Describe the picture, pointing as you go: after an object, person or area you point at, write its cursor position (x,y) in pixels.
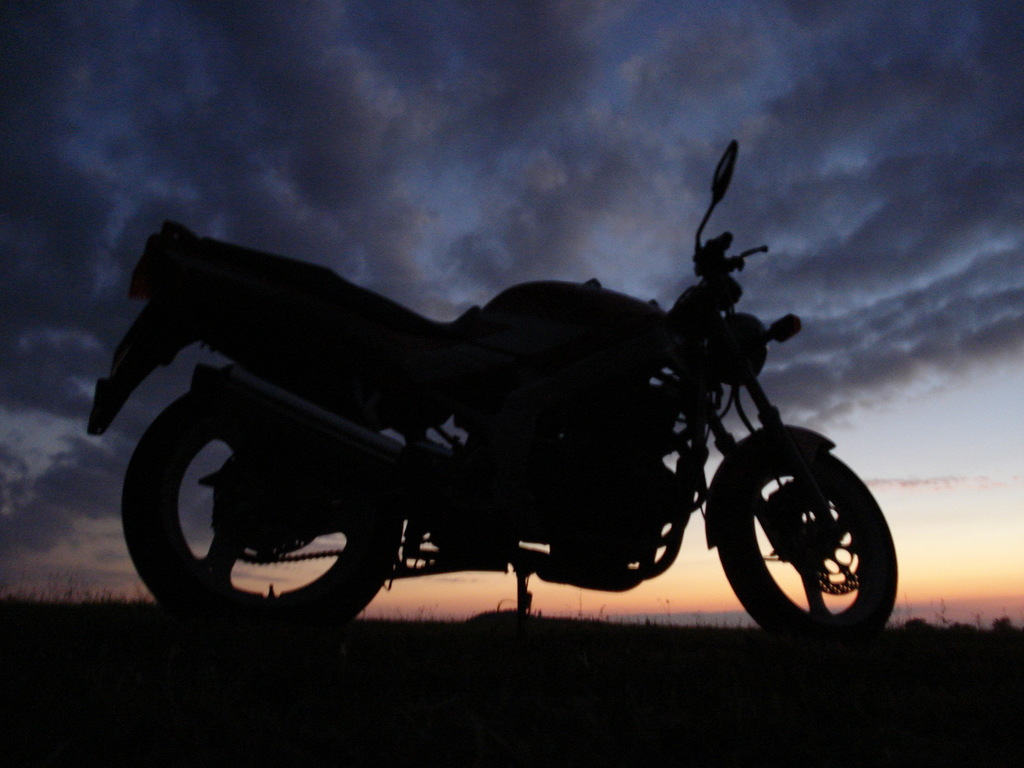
This image is taken outdoors. At the top of the image (138,173) there is the sky (625,159) with clouds (608,162). At the bottom of the image (493,728) there is a ground (706,687). In the middle of the image (475,368) a bike (291,445) is parked on the ground (502,612).
